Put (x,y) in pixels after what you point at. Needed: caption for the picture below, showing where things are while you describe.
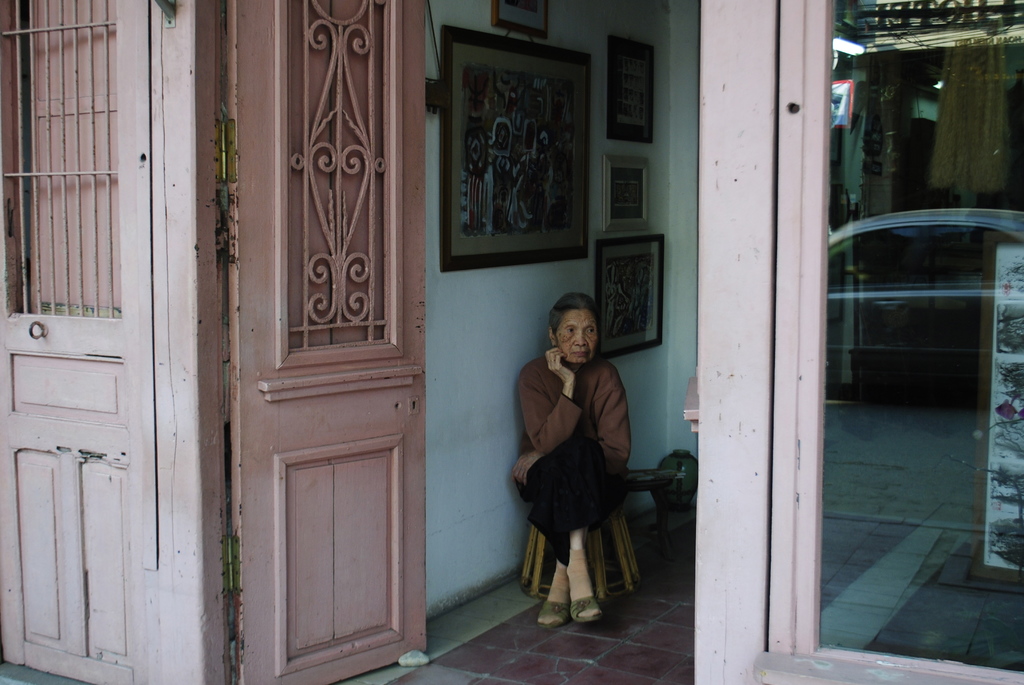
In this image there is a person (545,450) sitting on the chair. Behind her there are photo frames (522,258) on the wall (526,342). There are doors (252,314). There is a glass door (899,600) through which we can see a painting (1002,363) on the board (986,518), light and a few other objects (882,168).
